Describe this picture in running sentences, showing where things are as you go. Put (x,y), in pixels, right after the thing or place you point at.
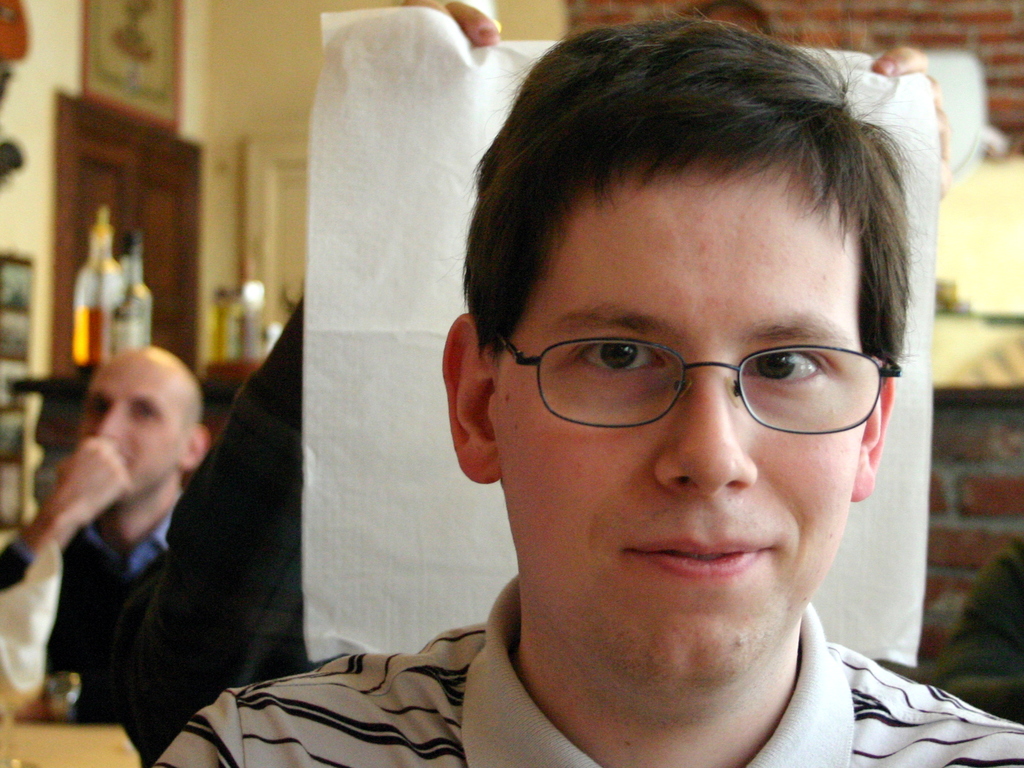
This picture shows couple of them (186,424) seated and we see a man (707,433) wore spectacles (544,375) on his face (637,370) and we see a human (221,499) holding a napkin (403,67) in his hands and few bottles (126,323) and a photo frame (14,304) on the wall (20,128) and a brick wall (954,534) on the back (939,462) and we see a table (66,745).
